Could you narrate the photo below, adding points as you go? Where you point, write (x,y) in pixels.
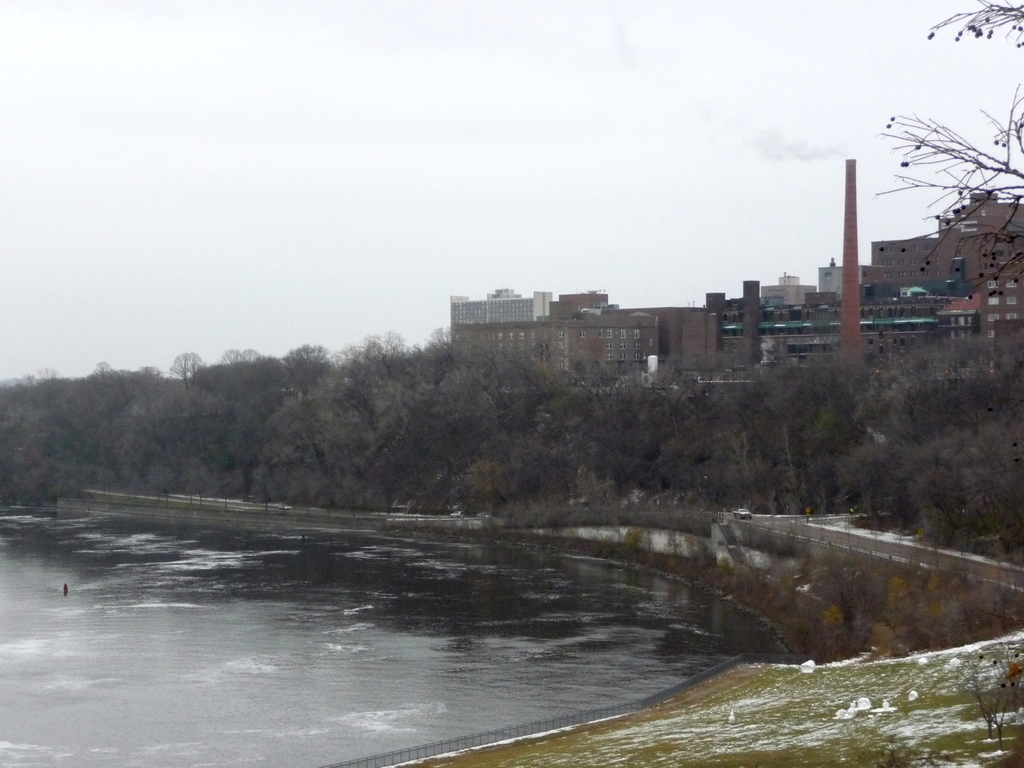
In this picture we can see buildings (893,284) and trees (392,415). At the bottom (571,594) we can see the water (271,688), beside that there is a fencing (422,757). On the top (532,91) we can see sky (516,100) and clouds (489,133).
